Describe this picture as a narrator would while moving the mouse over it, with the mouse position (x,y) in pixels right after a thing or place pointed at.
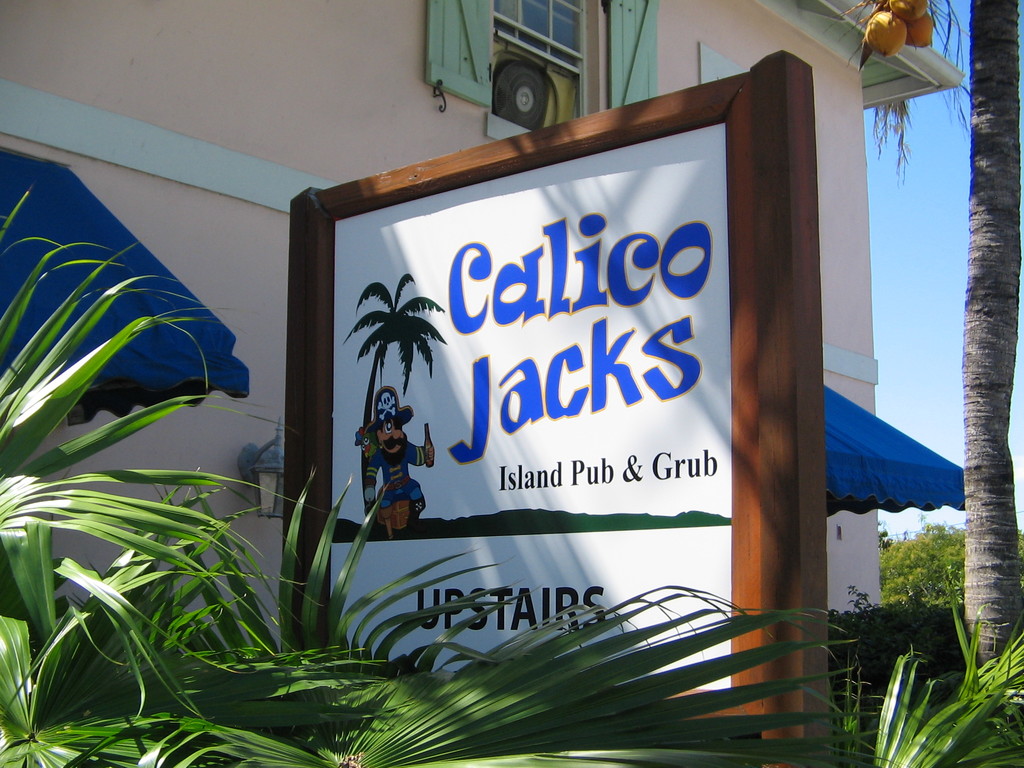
In this picture we can see building (179,25), trees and one board (619,450) placed on the plants (537,697).
